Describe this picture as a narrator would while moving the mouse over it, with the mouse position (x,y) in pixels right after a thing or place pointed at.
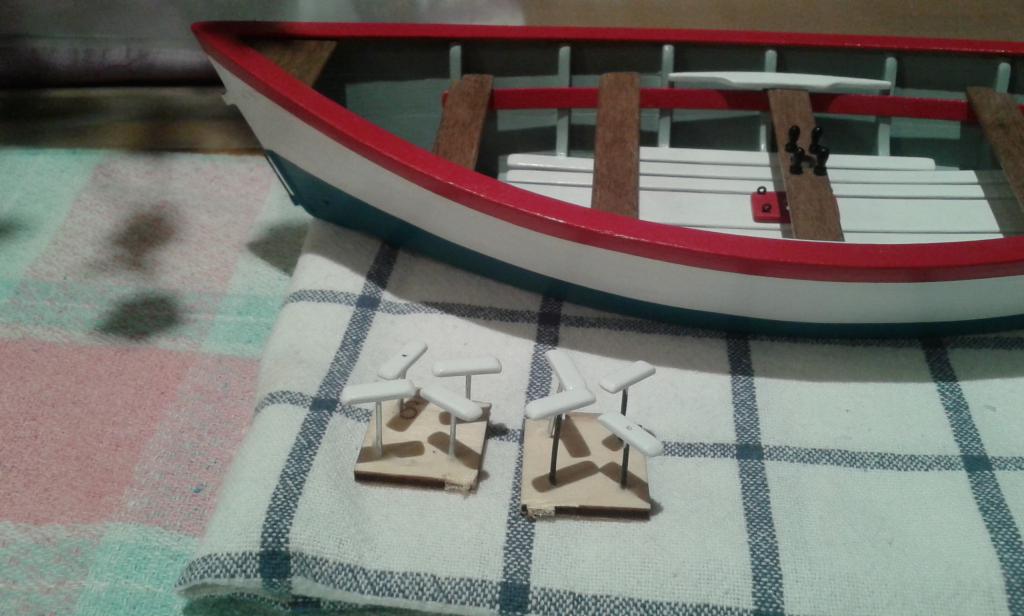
In this image I can see a boat (486,244) which is in red, white, and gray color.
